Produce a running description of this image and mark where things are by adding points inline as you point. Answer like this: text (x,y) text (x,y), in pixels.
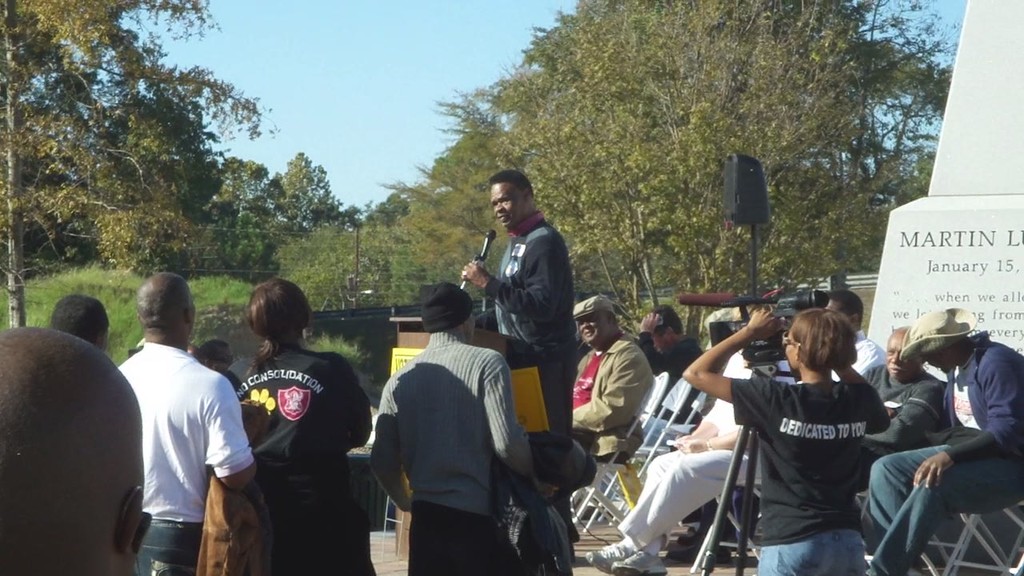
This picture shows a man (571,350) standing and speaking at a podium (501,338) with help of a microphone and we see few people (676,454) Seated on the chairs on his back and we see few people (38,342) standing in front of him and a woman (876,426) holding a camera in her hand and we see few trees (550,127) around.
